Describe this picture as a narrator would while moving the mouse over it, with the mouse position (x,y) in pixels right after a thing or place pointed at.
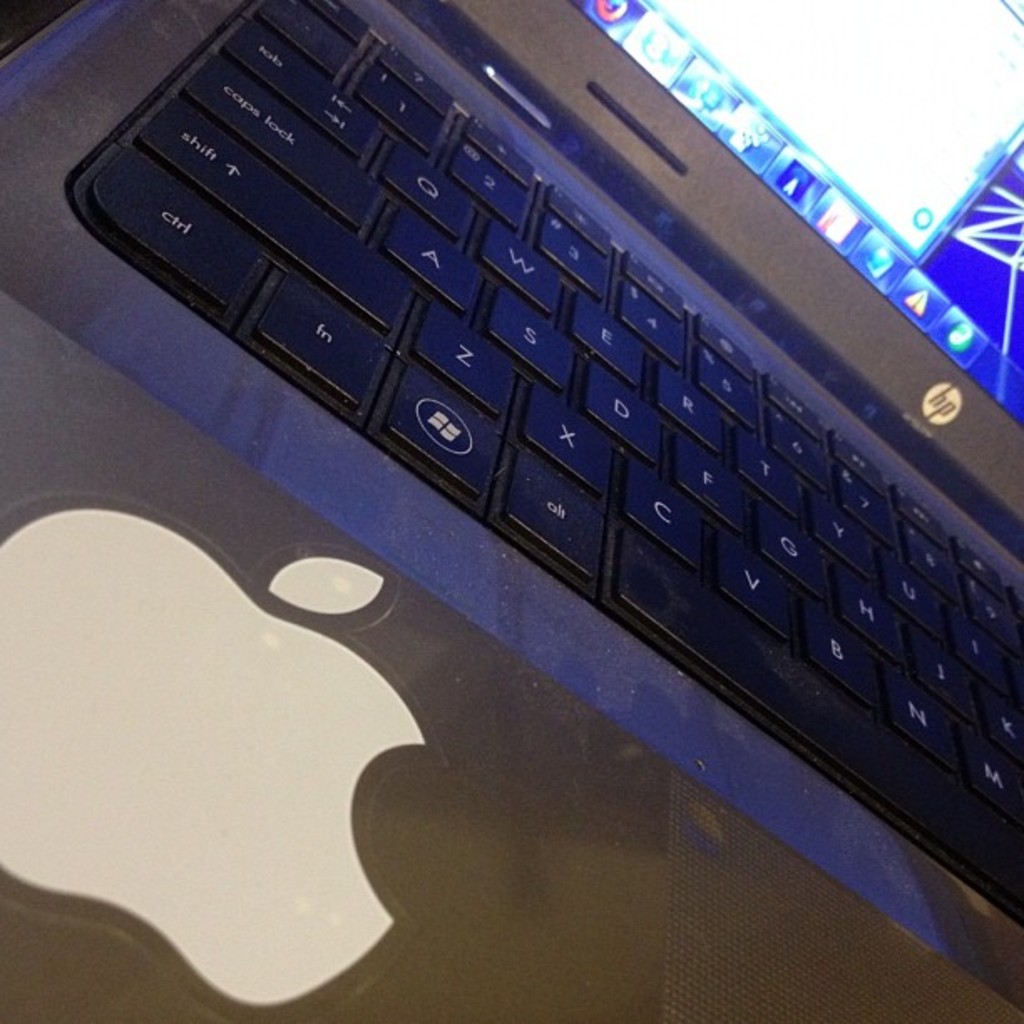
In this image we can see a laptop (145,813), on the screen (936,307), we can see some applications (877,257).
